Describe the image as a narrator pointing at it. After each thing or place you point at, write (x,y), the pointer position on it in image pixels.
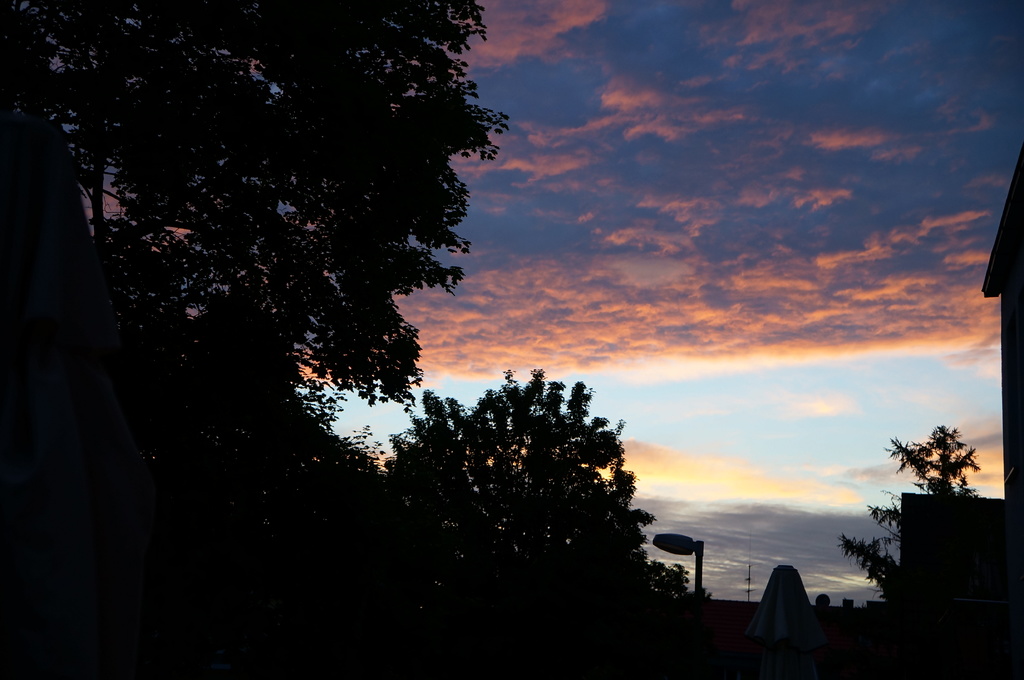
In the image there are many trees (389,254) and in the background (609,276) there is a sky (533,225), it is colorful.
